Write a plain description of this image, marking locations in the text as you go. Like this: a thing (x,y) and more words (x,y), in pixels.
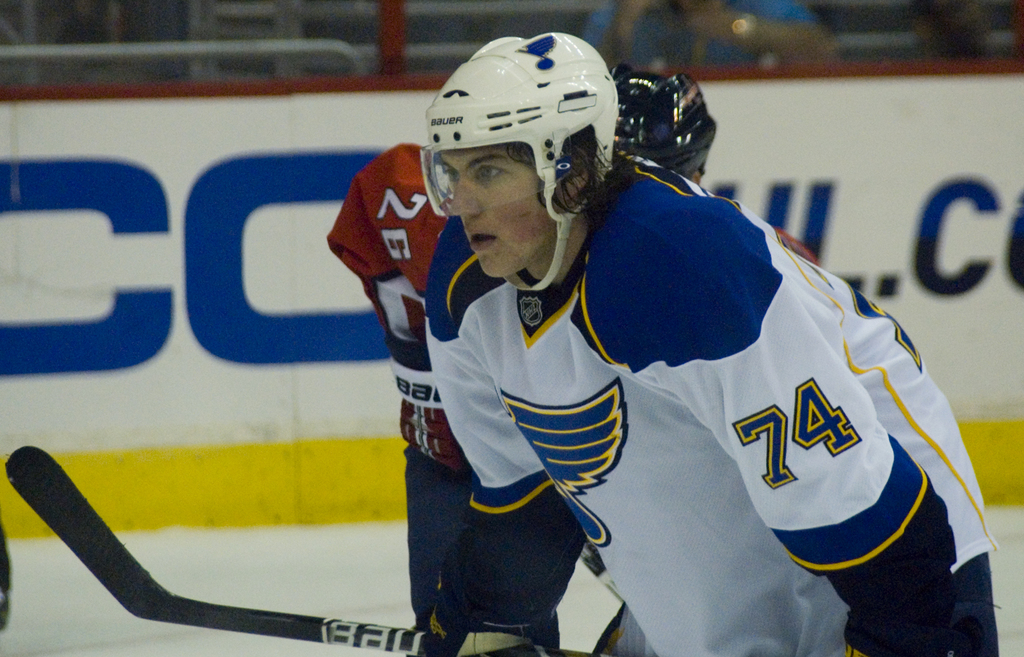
In this picture we can see a stick (86,502) and two people (487,327) wore helmets (616,82). In the background (886,159) we can see a poster (147,344), some objects (362,29) and it is blurry.
